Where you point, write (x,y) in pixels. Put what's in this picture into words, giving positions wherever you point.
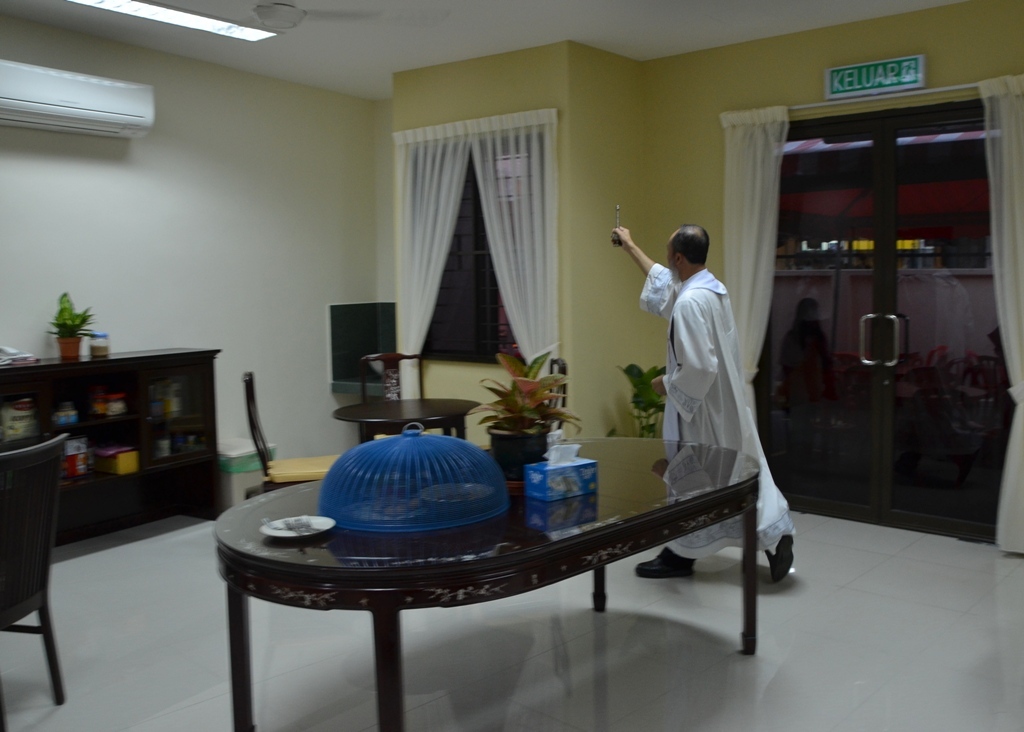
In this image i can see a man (668,377) walking at left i can see a flower pot (524,419), a box (550,493) on a table (547,526) at the background (548,338) i can see a curtain (525,185), a wall (303,204) and a cup board (193,357).
